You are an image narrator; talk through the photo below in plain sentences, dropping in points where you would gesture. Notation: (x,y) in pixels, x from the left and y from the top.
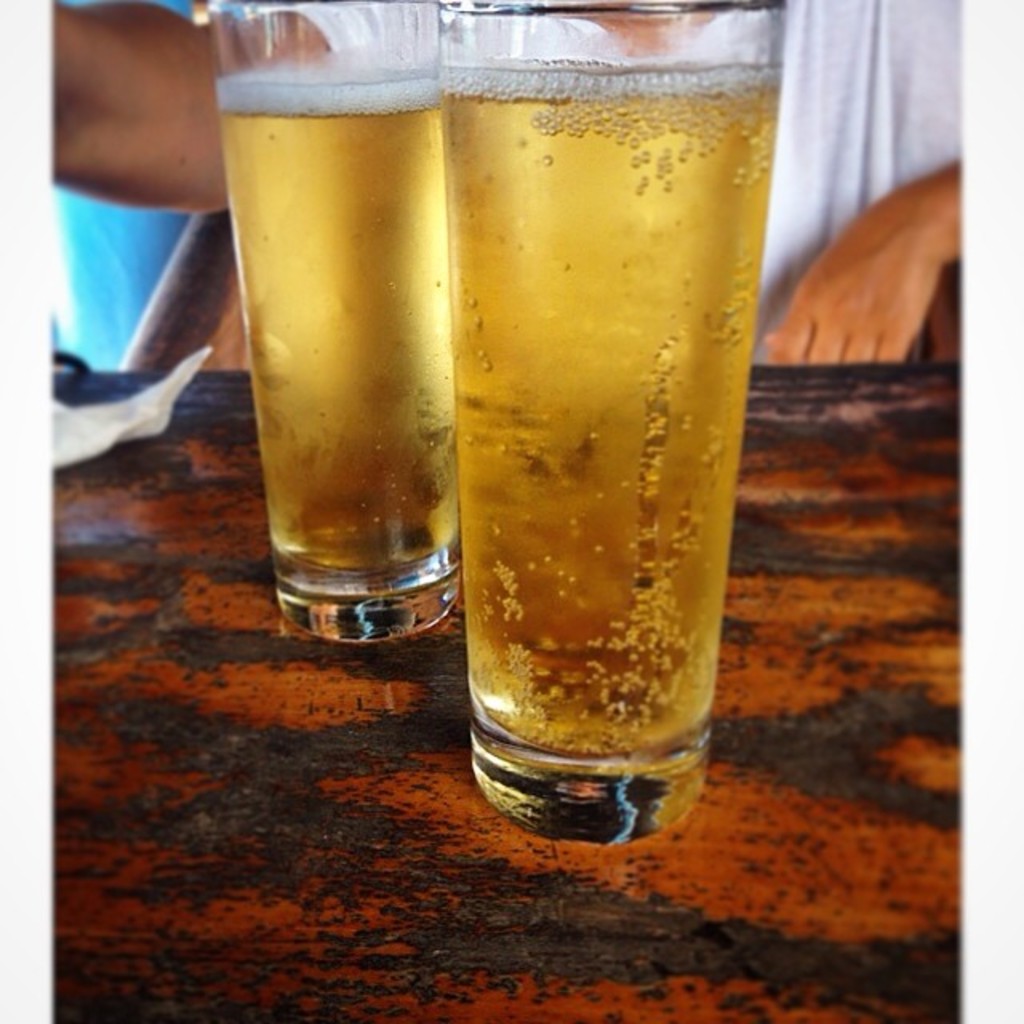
In this image, there are glass (447,430) with liquids (432,472) on the wooden surface (506,898). In the background (875,277), we can see a person (806,231) sitting on a chair (228,331). On the left side of the image (132,272), we can see a paper (64,450) and blue color object (116,242).
